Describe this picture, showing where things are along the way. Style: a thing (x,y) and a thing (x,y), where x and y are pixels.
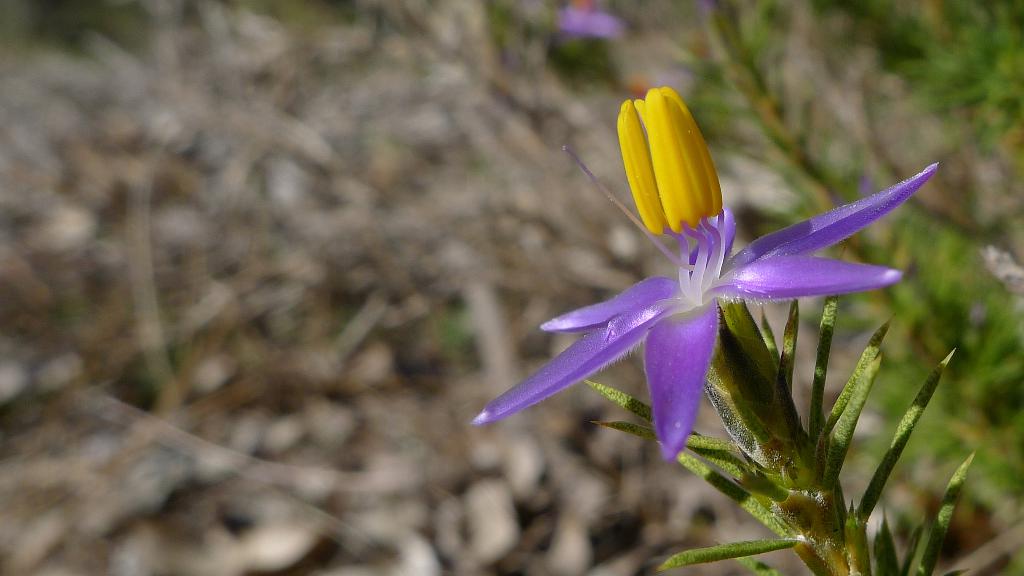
In this image we can see flowers (716,259) and plants (770,319).
